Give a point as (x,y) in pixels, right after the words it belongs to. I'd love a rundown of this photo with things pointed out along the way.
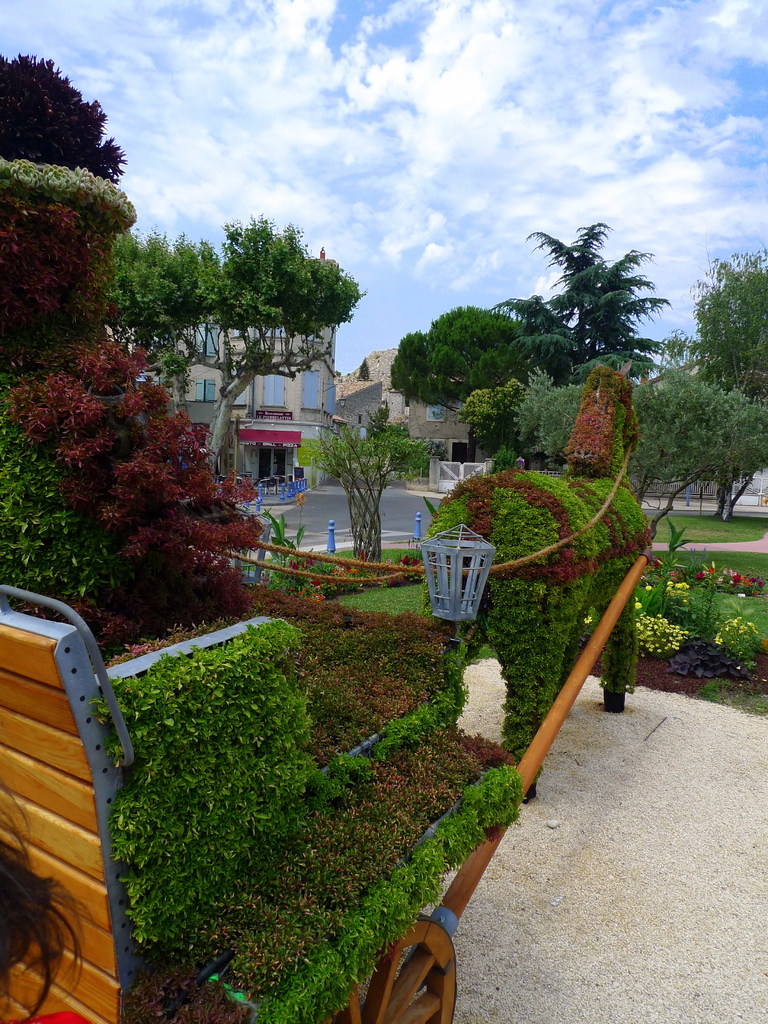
In this image there is a chariot (394,899) on which there is a lamp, creepers (330,657), in the middle (363,513) there are trees (375,532), road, plant (700,616), at the top (406,153) there is the sky (406,153).
